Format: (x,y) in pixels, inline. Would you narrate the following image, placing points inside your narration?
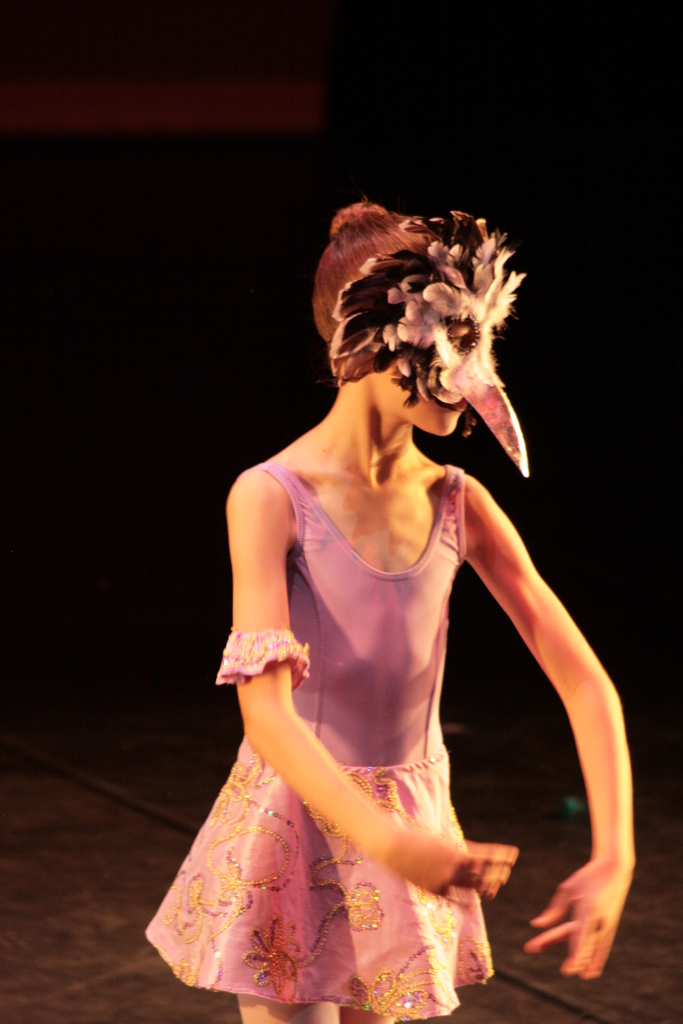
In this picture we can see a woman (421,664), she wore a mask (474,395).
